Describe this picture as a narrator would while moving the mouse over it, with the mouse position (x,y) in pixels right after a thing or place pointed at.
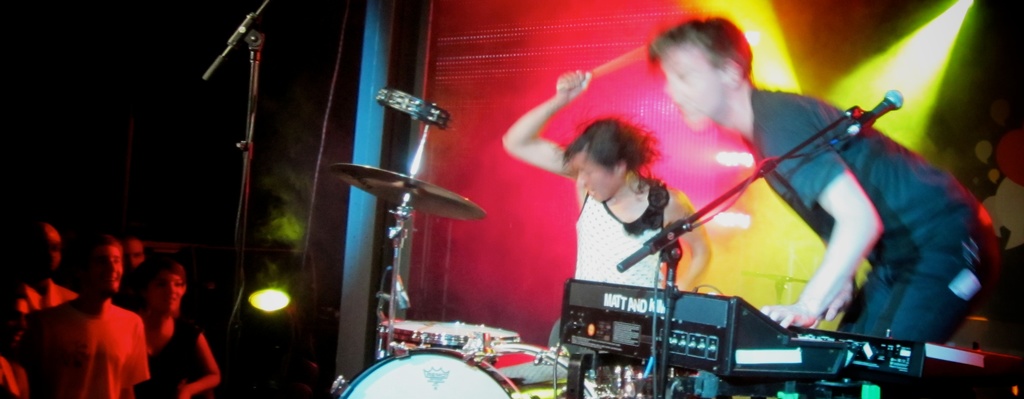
In this image on the right side (844,129) there are two people (900,239) who are playing drums (446,386) and keyboard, and there are mikes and some musical instruments (777,372) and there is a screen (476,68) and some lights (847,81). And on the left side of the image (131,282) there are some people (129,312) standing, and there is a mike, light (279,293) and wires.
